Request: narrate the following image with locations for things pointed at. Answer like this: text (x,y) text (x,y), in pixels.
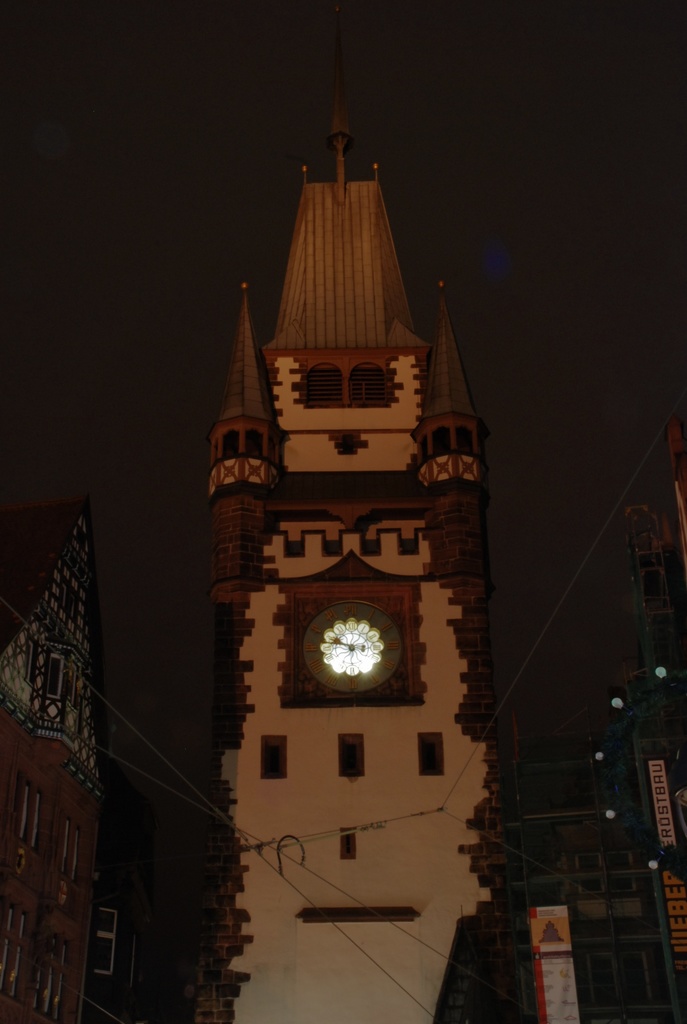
In this picture we can see tall clock tower (421,804) in the front (424,895). Beside we can see some buildings (597,912). Behind there is a dark background (609,538).
